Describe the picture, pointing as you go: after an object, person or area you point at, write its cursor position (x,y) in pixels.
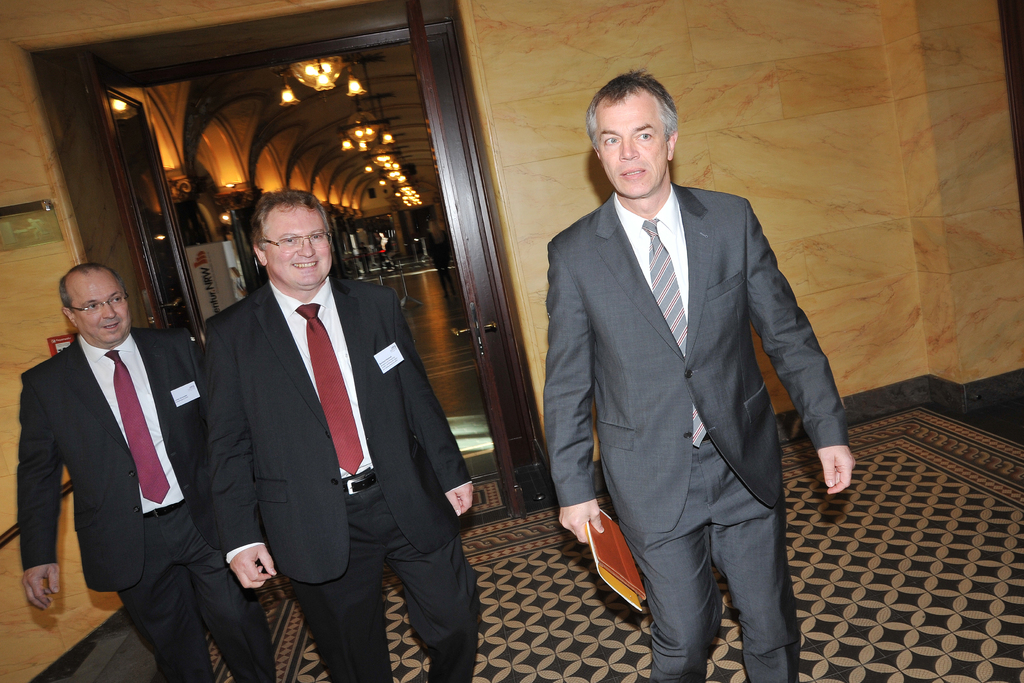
In this image, we can see three people (179,567) in a suits (382,485) are walking. At the bottom (595,638), we can see a surface (575,637). Here a person (646,366) is holding some objects (600,567). Left side of the image (211,363), we can see two people (137,338) are smiling. Background (516,106) we can see a wall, chandeliers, roof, banners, few people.
